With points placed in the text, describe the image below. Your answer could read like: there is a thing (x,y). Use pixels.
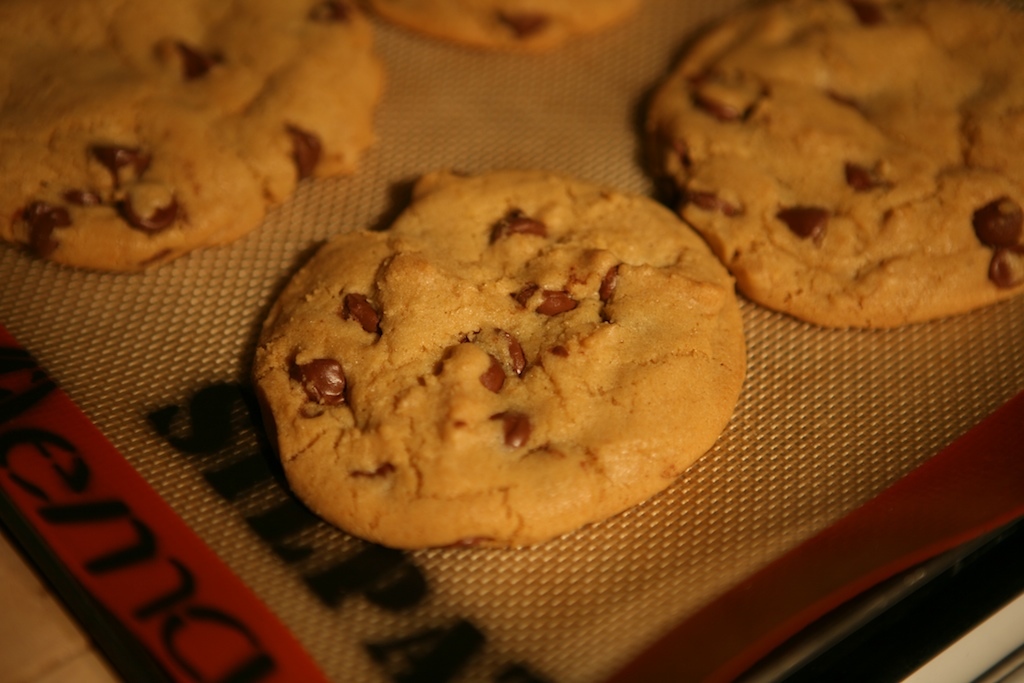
Here we can see chocolate chip cookies (415,221) on a platform (1,331).
